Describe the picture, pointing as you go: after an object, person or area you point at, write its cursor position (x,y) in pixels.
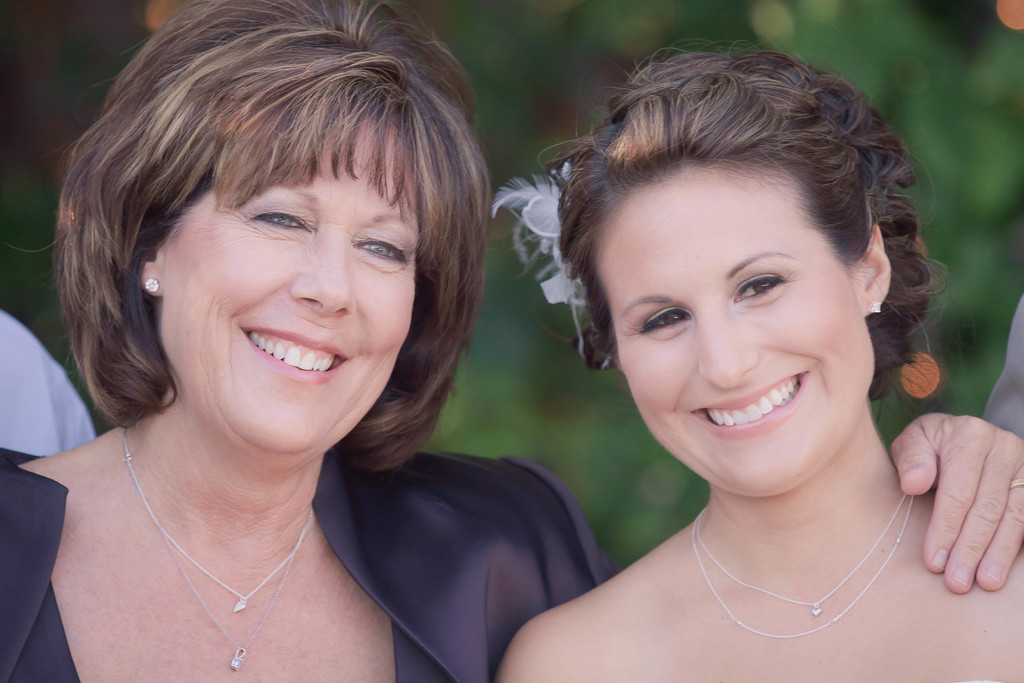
In this picture we can observe two women (242,443) smiling. Both of them are wearing chains (233,592) in their necks (262,546). The background (558,453) is in green color.
